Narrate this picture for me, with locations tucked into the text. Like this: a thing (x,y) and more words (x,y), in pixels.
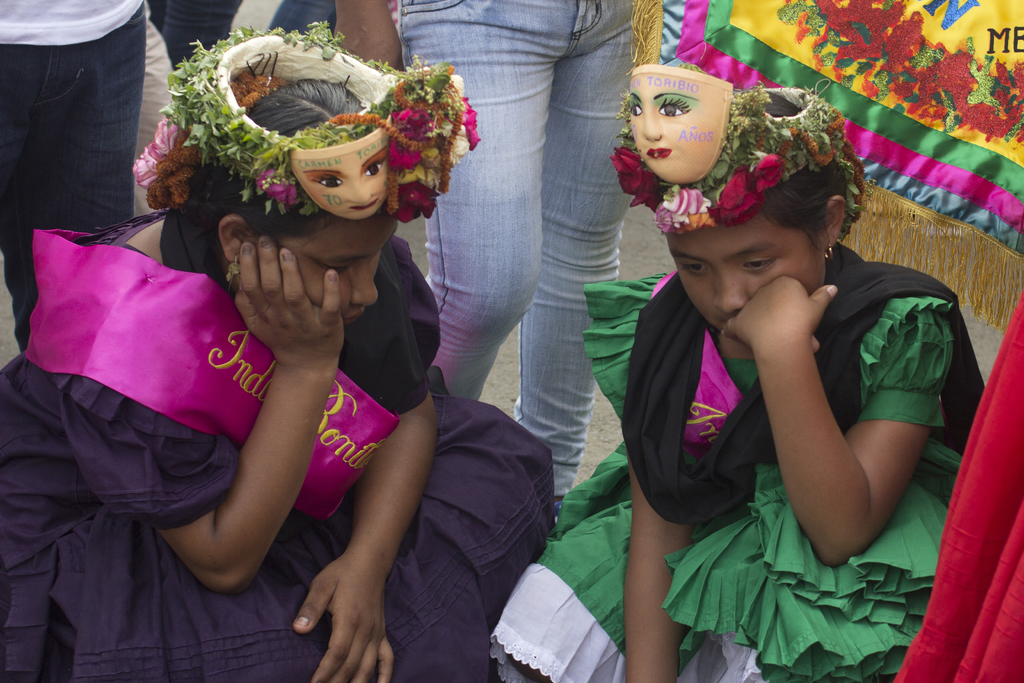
In this picture I can see 2 girls (47,397) in front (98,356) who are wearing costumes (54,419) and I see tiaras (187,191) on their heads (780,108). In the background (26,99) I can see few people (362,28) and on the right top of this picture (835,87) I can see colorful cloth (851,50) and I see few alphabets (947,19) written on it.
